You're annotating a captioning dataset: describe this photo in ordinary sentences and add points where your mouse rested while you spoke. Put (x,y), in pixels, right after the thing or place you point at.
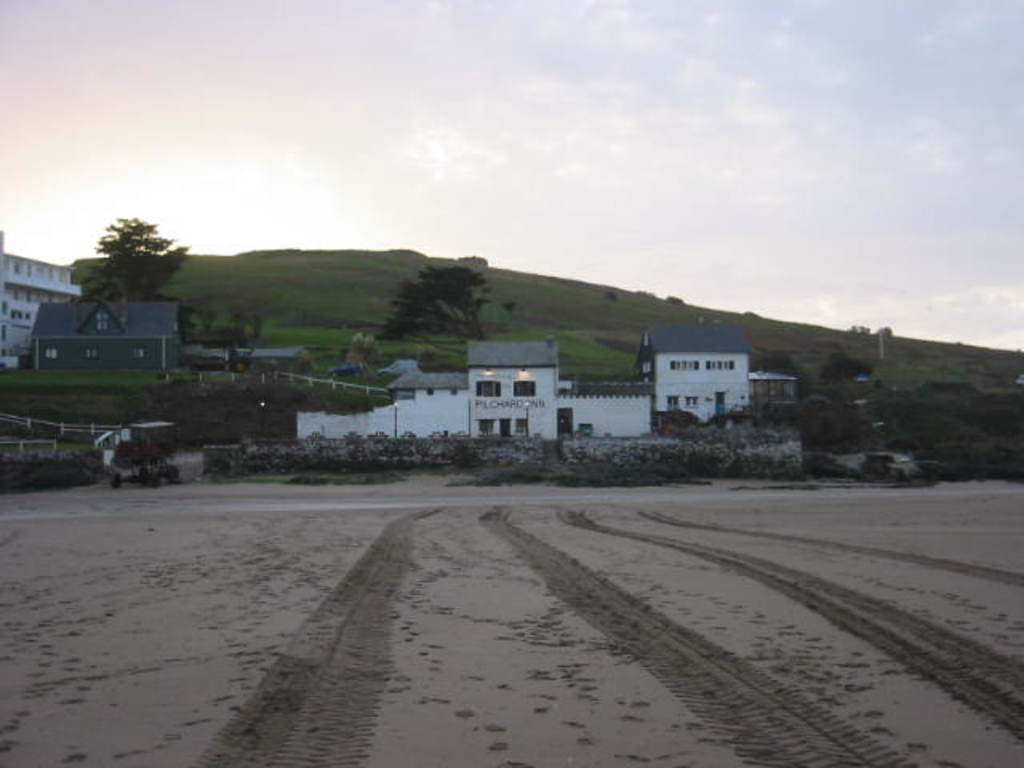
In this image I can see buildings (144,334) and trees (404,298) and the hill (502,315), at the top (244,96) I can see the sky (862,99).
